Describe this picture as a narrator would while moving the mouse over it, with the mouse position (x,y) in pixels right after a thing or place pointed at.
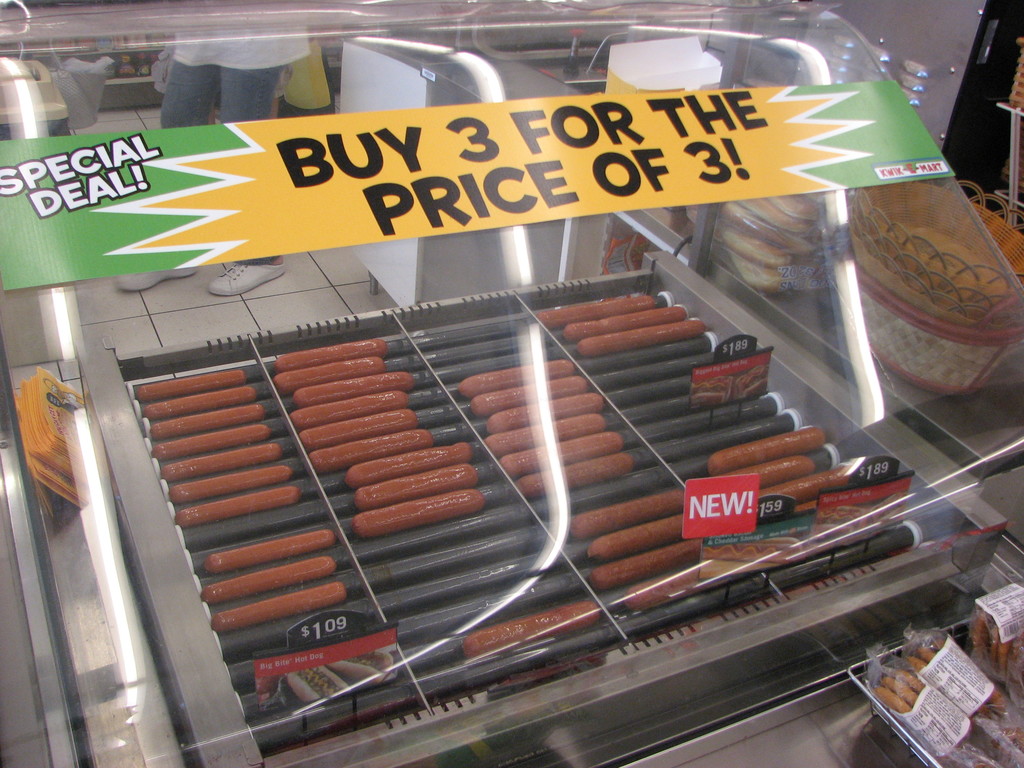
In this picture we can see sausages (282,609), price boards (382,635), poster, cards (60,418), baskets (927,361), food items (797,207) and in the background (384,53) we can see some people (170,272) standing on the floor (133,122) and some objects (647,65).
